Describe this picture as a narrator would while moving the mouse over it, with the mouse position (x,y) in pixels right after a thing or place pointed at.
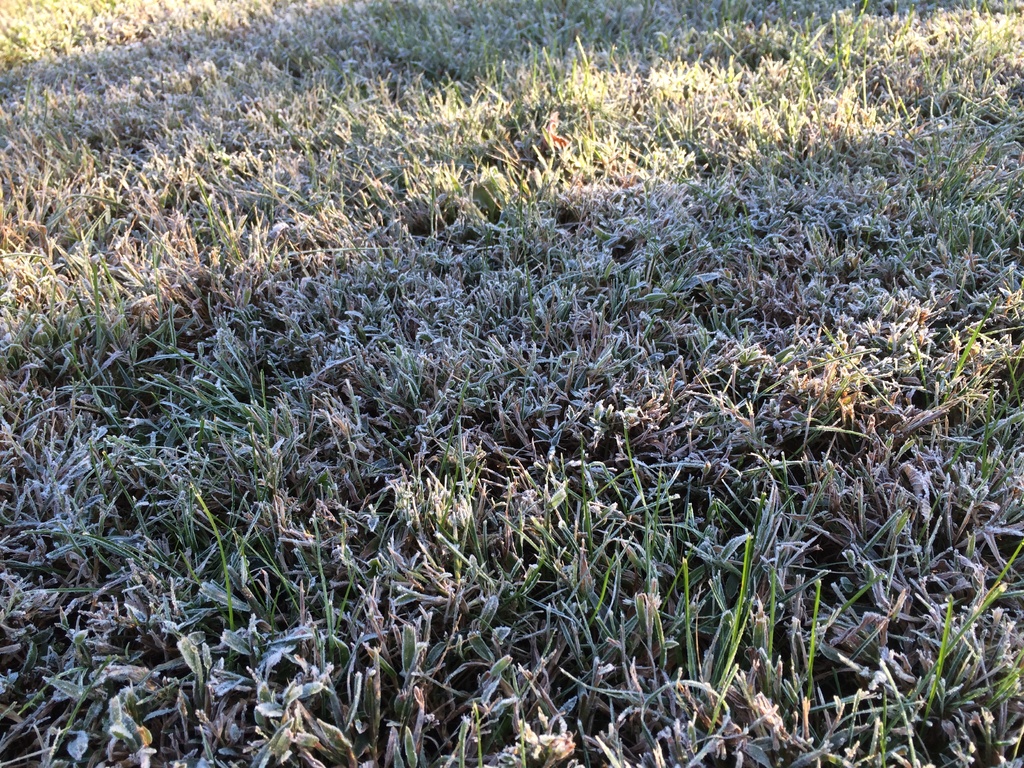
In this image there are a few plants (204,357) and the grass (299,363).
